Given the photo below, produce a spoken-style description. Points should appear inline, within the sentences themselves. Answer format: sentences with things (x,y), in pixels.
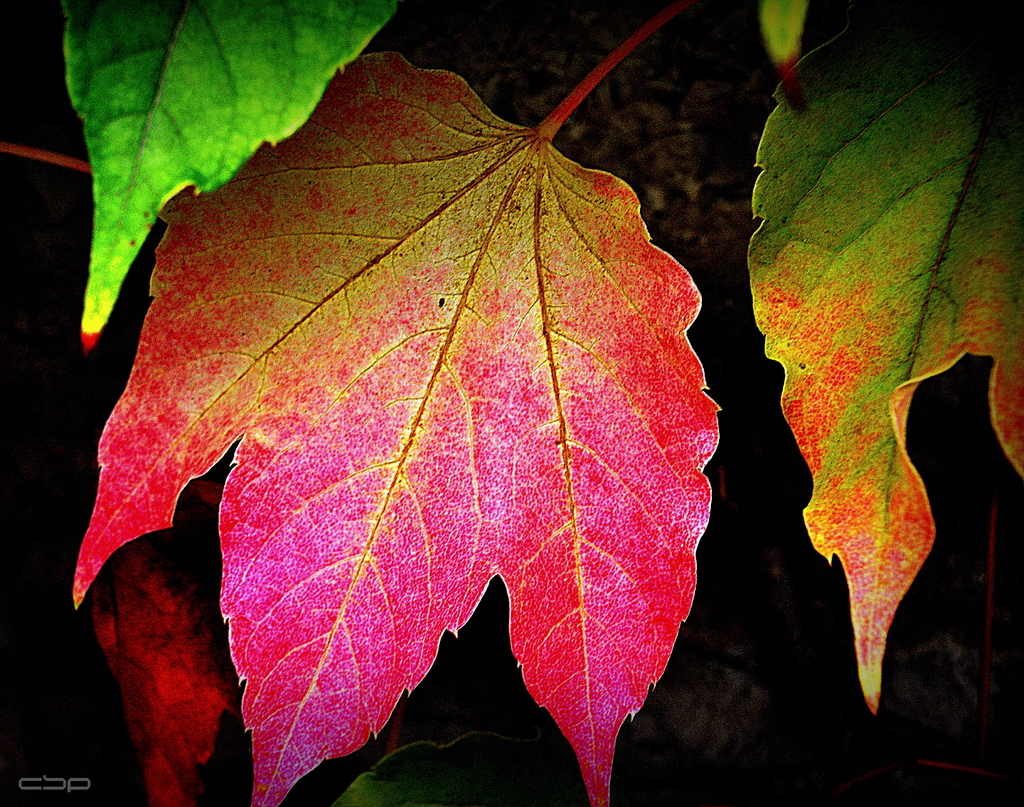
In this picture we can see leaves (418,306).
